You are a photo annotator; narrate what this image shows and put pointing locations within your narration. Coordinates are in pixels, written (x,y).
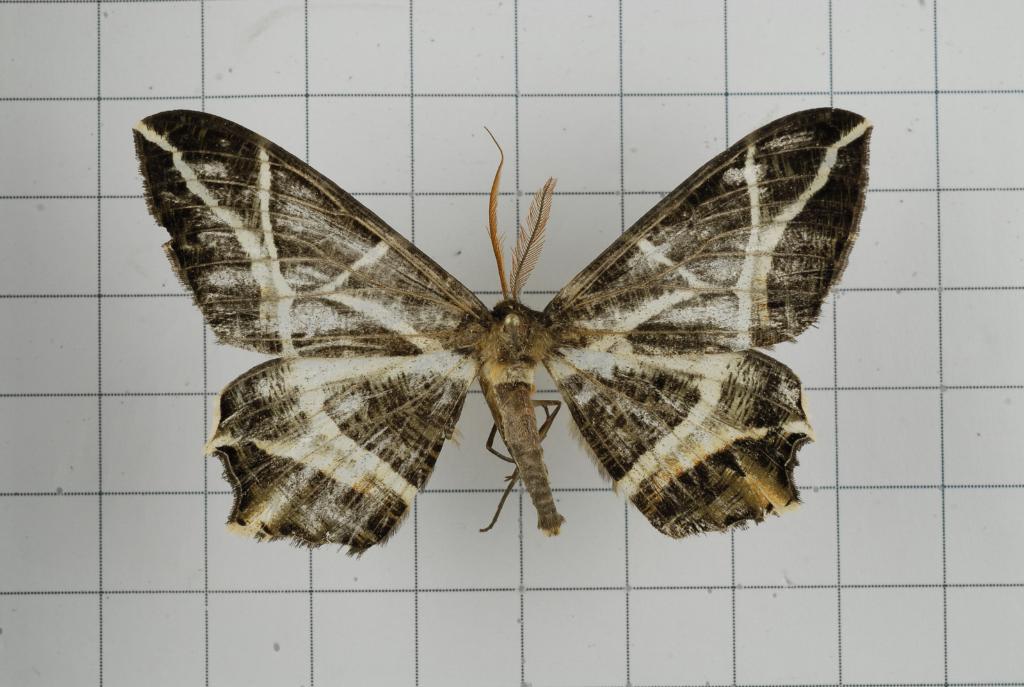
In this image we can see an insect (428,425) on a white wall (611,165).
